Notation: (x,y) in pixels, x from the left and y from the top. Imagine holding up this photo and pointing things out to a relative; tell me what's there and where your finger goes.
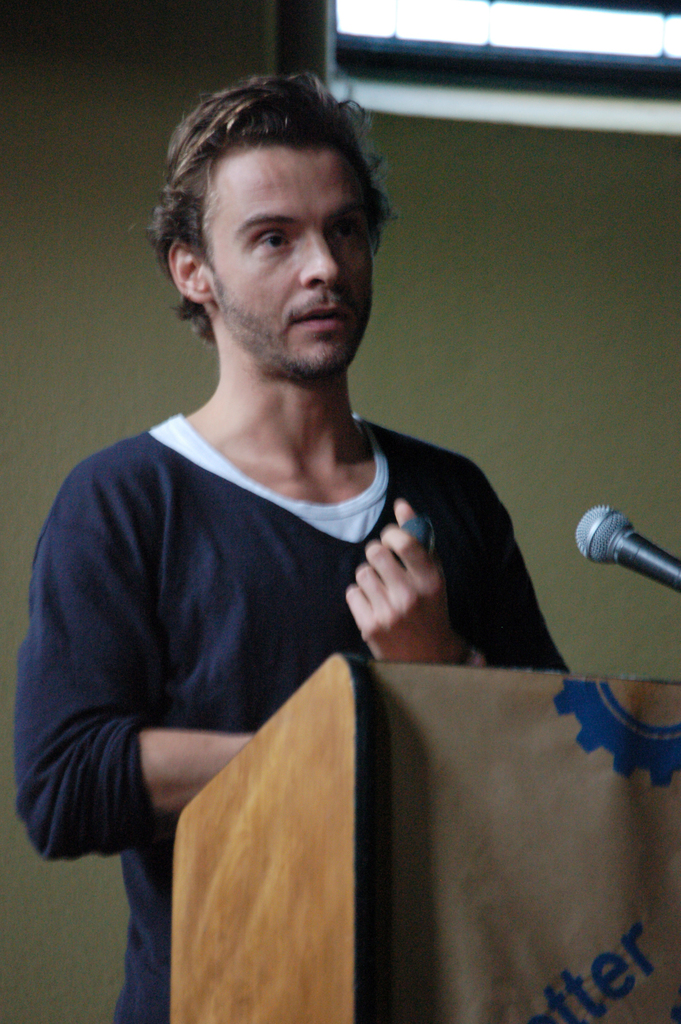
In this picture there is a man (124,607) standing behind the podium (333,978). There is a microphone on the podium (429,771). At the back (404,9) there is a screen (446,90) and there is a wall (89,279).
